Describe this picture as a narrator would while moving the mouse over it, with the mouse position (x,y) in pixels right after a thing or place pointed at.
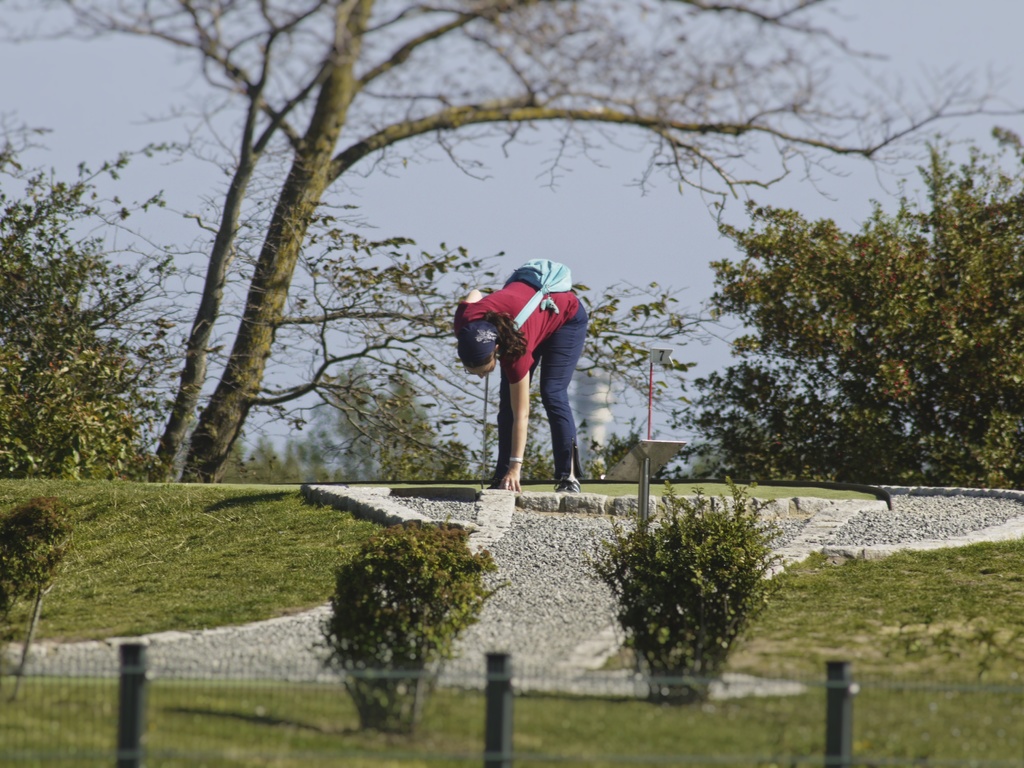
In the middle of the image (580,313), there is a person (538,335) in red color t-shirt (531,340), wearing a handbag (561,271), bending on a ground (187,571), on which there are grass (183,553), plants (681,586) and a fence (726,706). In the background (995,328), there are trees (271,398), a tower (604,411) and there is sky (559,174).
